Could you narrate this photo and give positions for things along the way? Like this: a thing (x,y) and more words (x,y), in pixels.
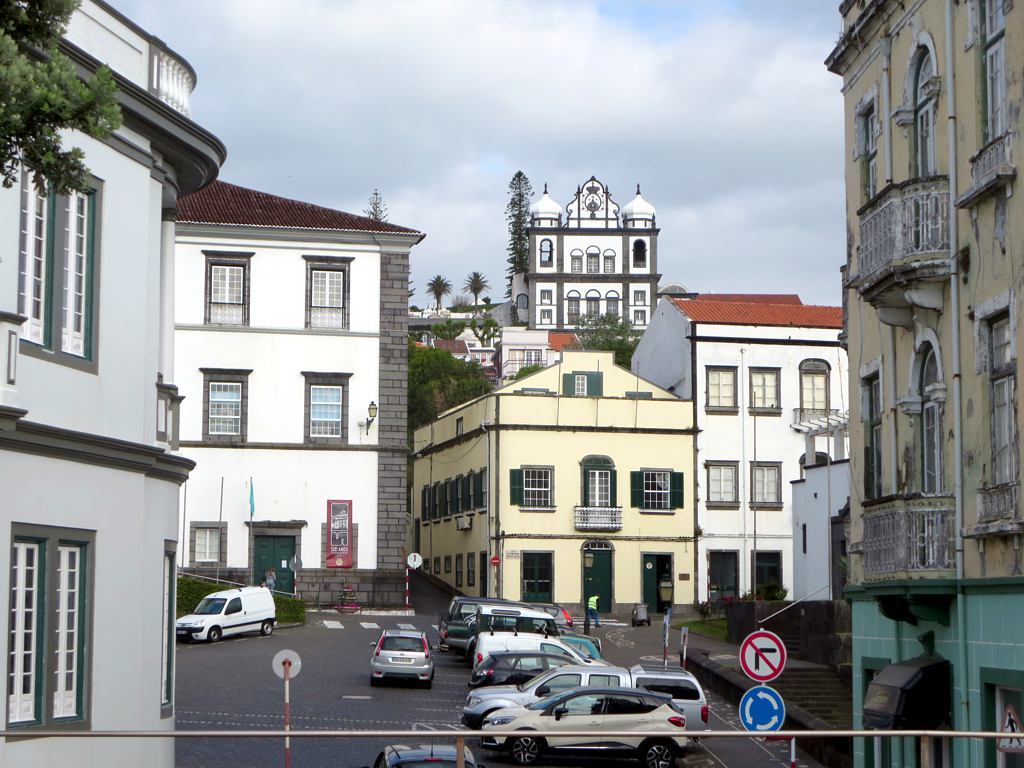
In this image in the center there are cars (480,663) on the road (457,655). On the left side (80,559) there is a building (64,423) and there is a tree (49,81). On the right side (970,533) there is a building (957,579) and there are boards (761,699) with some symbols (760,686). In the background (663,445) there are buildings (453,424), trees (464,385) and there are poles (665,636) and the sky (568,108) is cloudy.
